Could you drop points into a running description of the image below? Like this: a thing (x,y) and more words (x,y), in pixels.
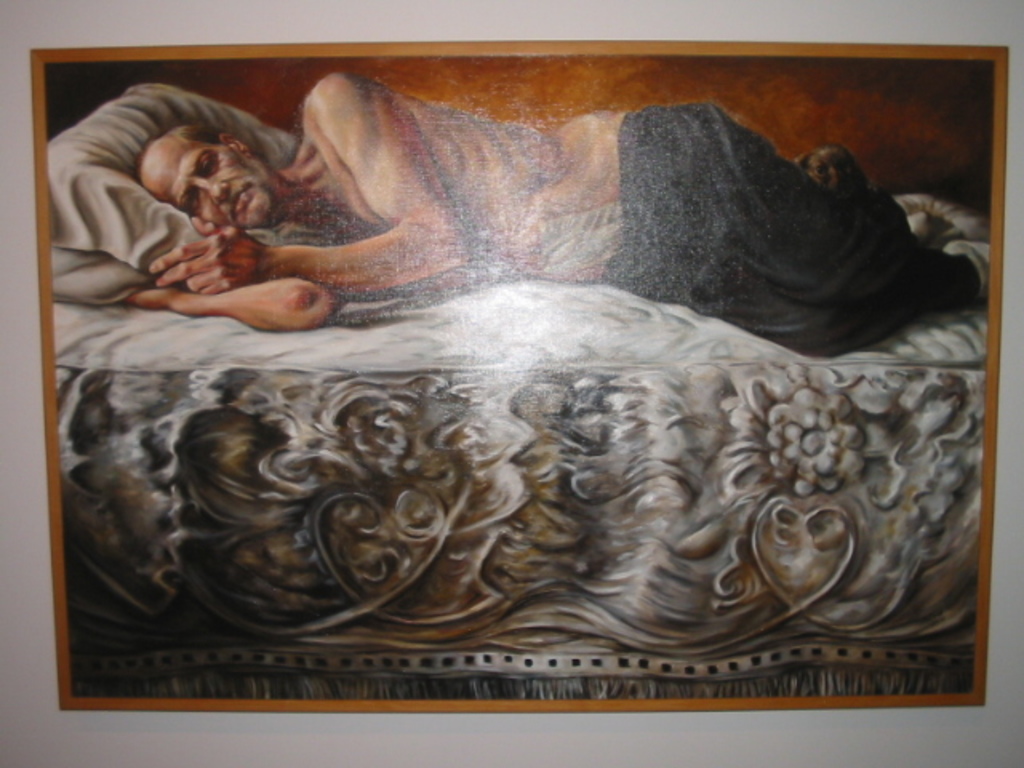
In this image we can see a photo frame (360,405) of a person (295,169) sleeping on the bed (887,432).
